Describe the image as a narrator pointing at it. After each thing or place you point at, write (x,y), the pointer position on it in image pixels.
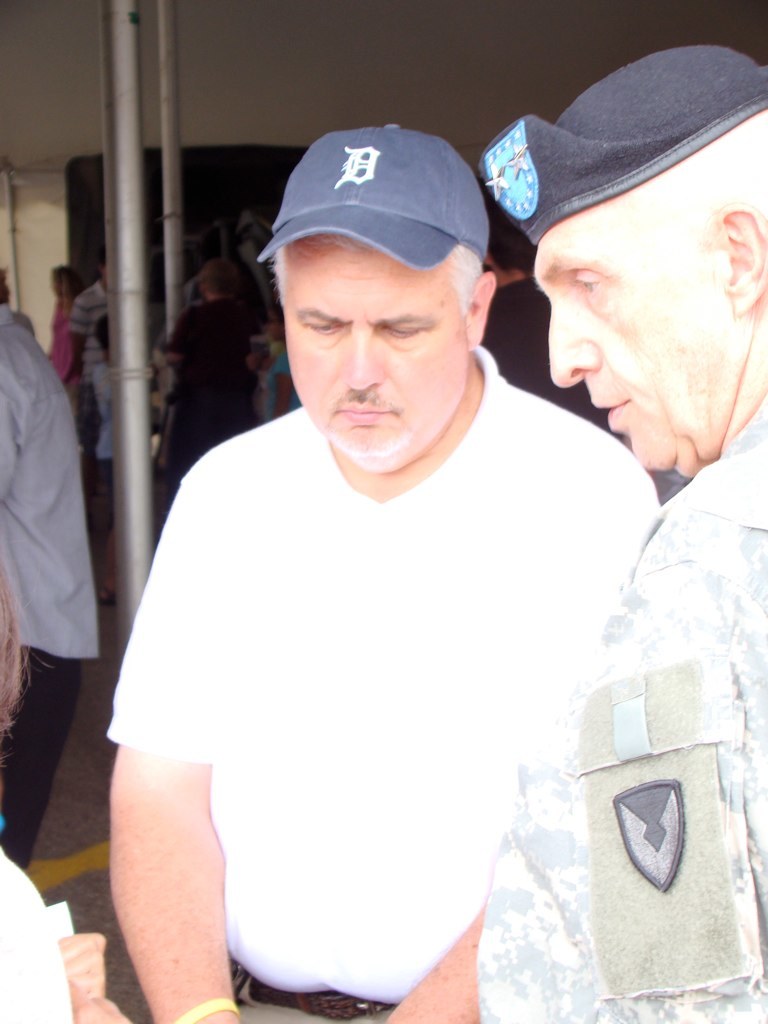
In this image there are a few people (259,687) standing. Behind them there are poles (146,336). At the background (236,67) there is a wall (236,67).
